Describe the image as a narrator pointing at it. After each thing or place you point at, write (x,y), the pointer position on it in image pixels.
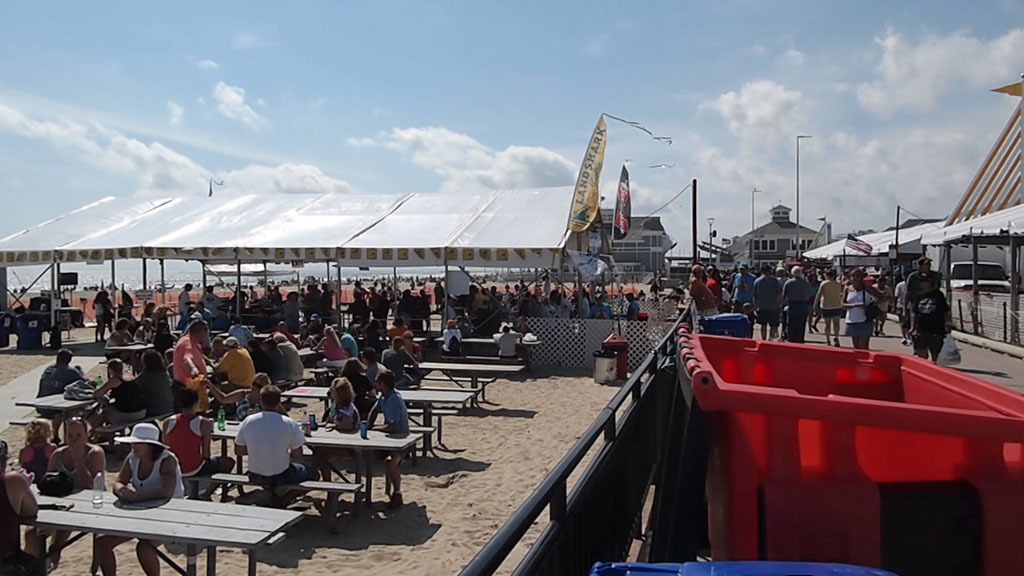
There are many persons (257,411) sitting on benches (320,488). There are tables (408,435). In the background (297,250) there is a tent (402,215). Also in the right side (789,474) there is a basket (766,471). many people (788,303) are walking on the road (892,333). There are some buildings (781,217). In the background (421,109) there is sky (410,123) with clouds (512,161). There are flags (591,197).
